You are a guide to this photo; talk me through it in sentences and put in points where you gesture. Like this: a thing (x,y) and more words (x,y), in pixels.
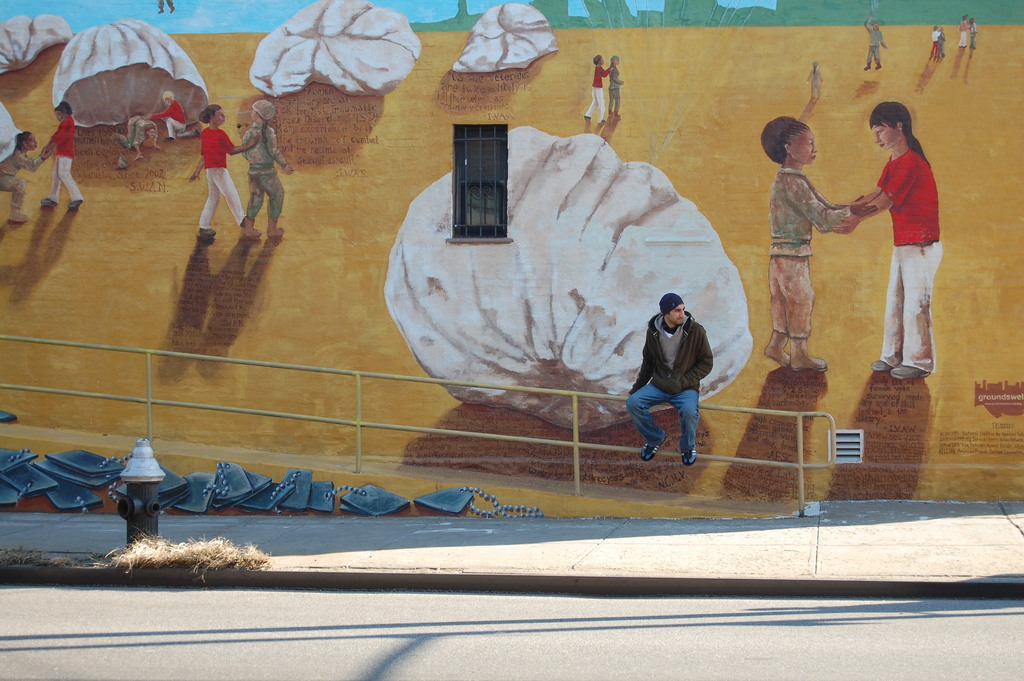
This picture is clicked outside. At the bottom of the picture (340,599), we see the road (264,627) and a fire hydrant (140,444). Behind that, there are blue color things (312,500) painted on the wall (432,499). Behind that, the man (657,363) in a green jacket (671,370) is sitting on the iron rod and we see a ramp (323,455). In the background (422,316), we see a wall painting (537,113).
